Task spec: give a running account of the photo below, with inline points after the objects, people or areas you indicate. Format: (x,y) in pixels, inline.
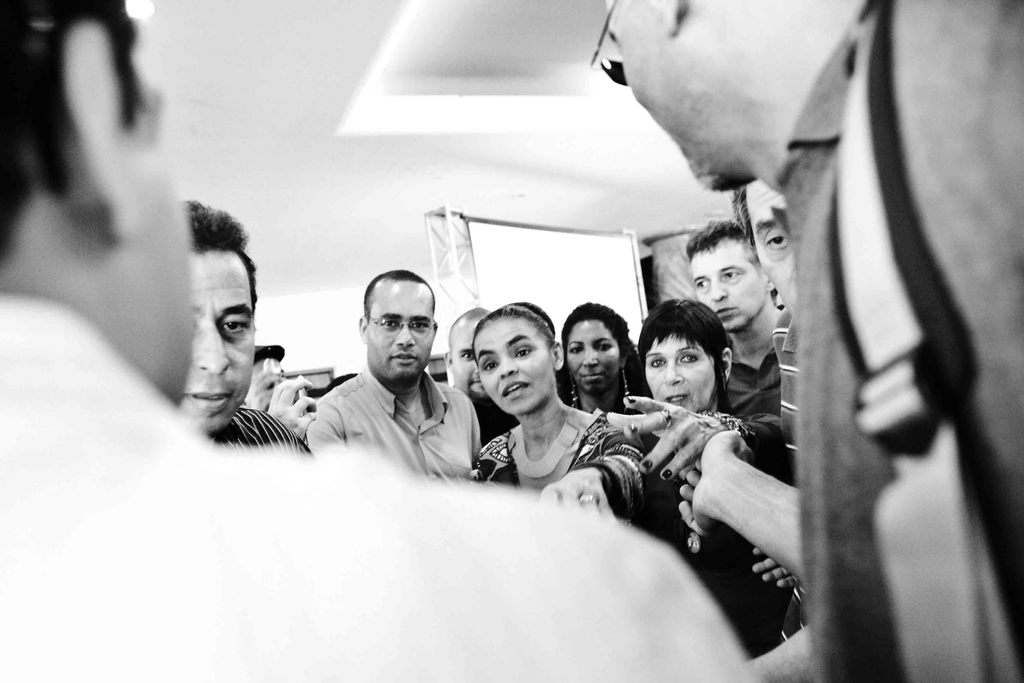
This is a black and white image. There are so many people (373,552) in this image. Some are women (529,391), some are men (412,487).
